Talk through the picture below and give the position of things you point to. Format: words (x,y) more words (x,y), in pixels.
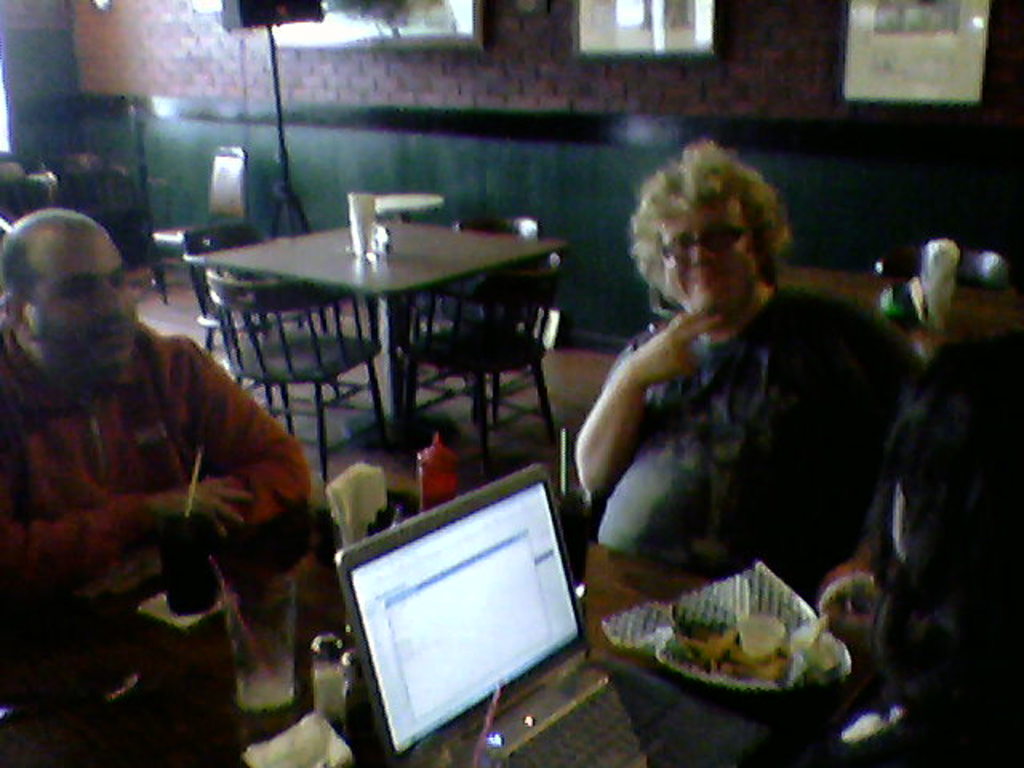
In this image can see three persons (66,362) are sitting on chairs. On the bottom side (318,548) I can see a table (632,573) and on it I can see a glass (231,646), a laptop (376,567), food (673,665) and few other stuffs (420,497). In the background (277,331) I can see few more tables (296,262), few empty chairs (371,324) and on these tables (471,255) I can see few white colour things (359,220). On the top side of this image (944,17) I can see three frames (422,42) on the wall (618,62).
